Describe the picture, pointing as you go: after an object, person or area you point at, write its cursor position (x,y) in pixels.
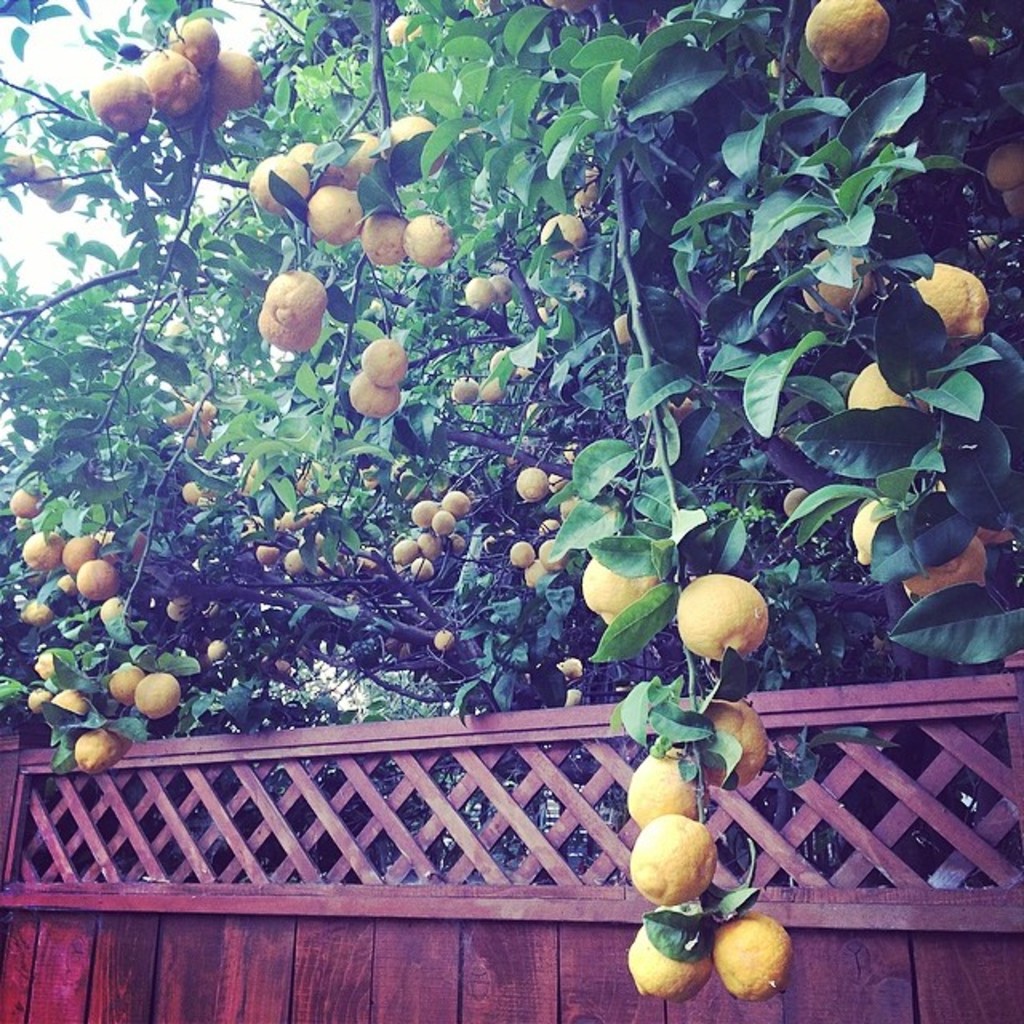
In this image we can see fruits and trees (386,506). At the bottom (262,978) there is a wall (220,957). In the background (67,62) we can see sky (34,76).
